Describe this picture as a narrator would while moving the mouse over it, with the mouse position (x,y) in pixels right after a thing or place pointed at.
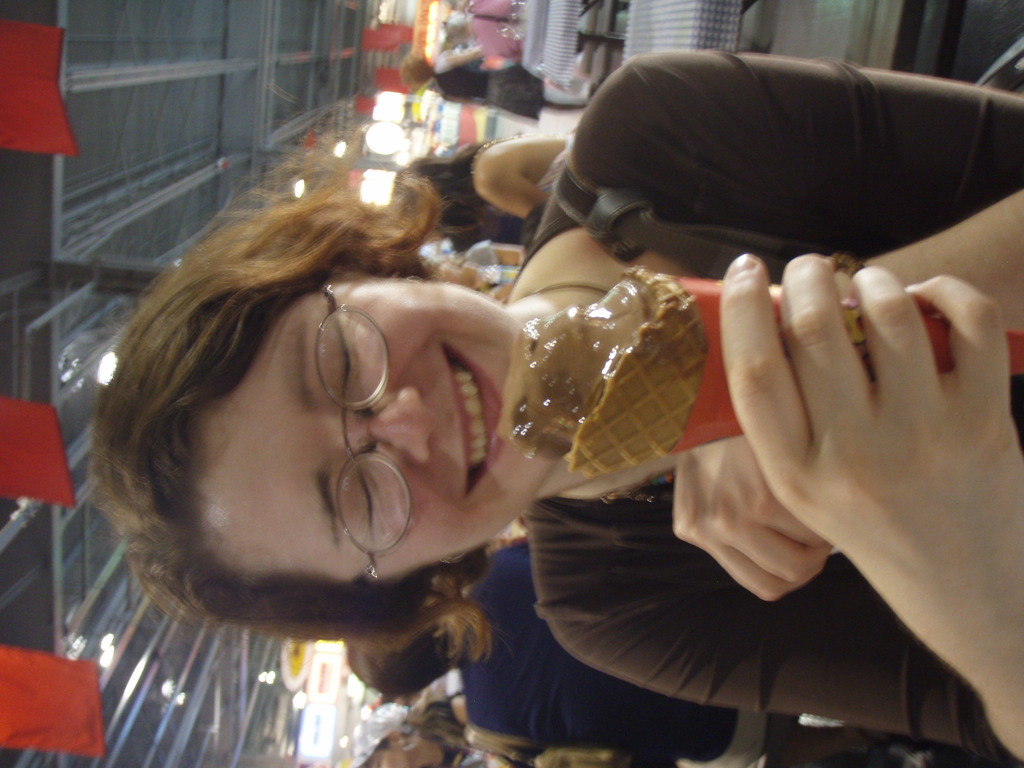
In this picture I can see a person (945,515) smiling and holding an ice cream (601,405), there are group of people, tables (694,49), there are banners (22,31) and lights (405,161).
